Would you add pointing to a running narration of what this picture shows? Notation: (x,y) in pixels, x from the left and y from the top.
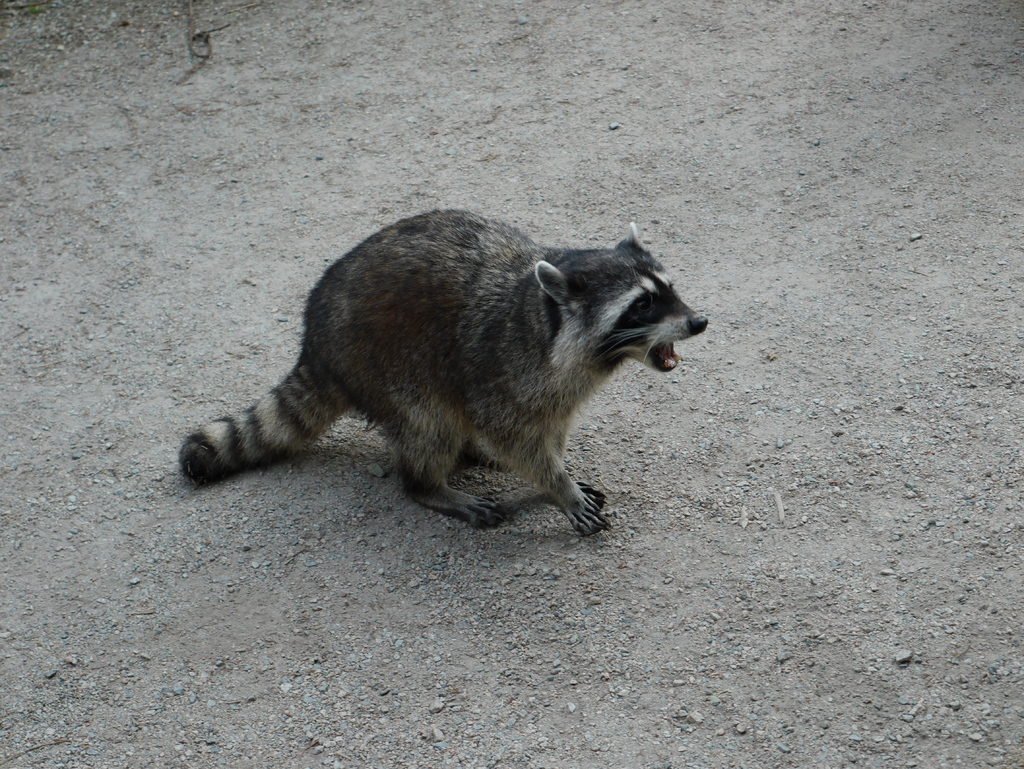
In this image I can see an animal (558,291) on the ground (689,223).
